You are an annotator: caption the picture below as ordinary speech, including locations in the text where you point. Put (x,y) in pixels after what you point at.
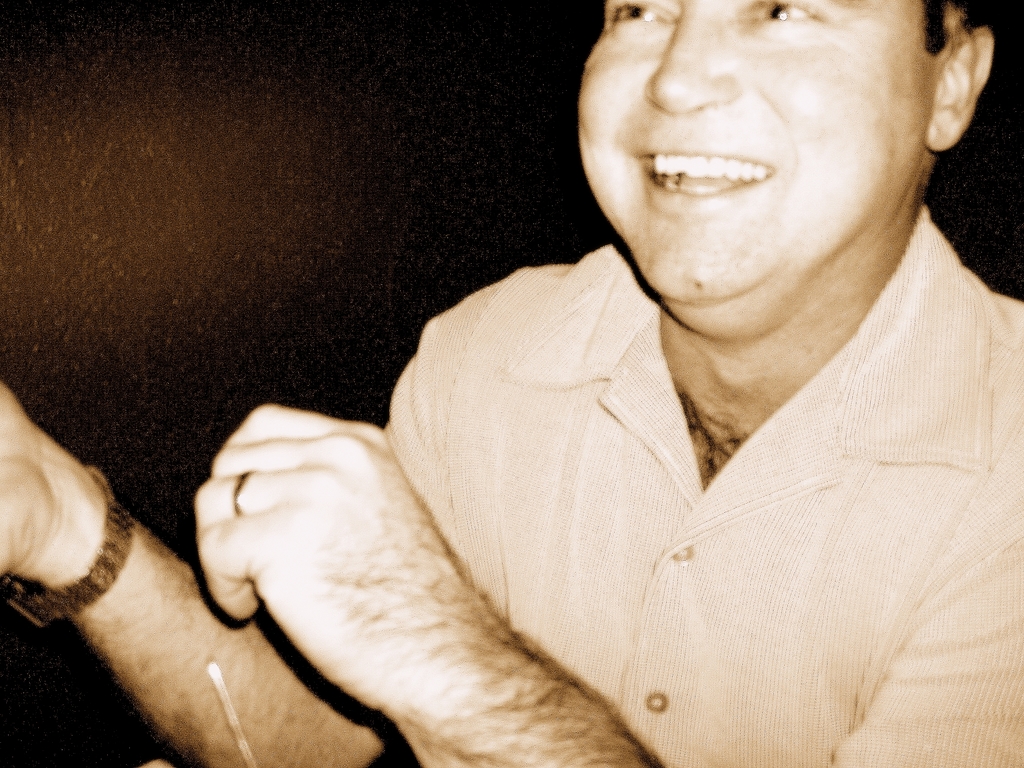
In this picture I can see there is a man (667,464), he is wearing a shirt (602,328) and smiling and he has a watch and a finger ring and the backdrop (29,636) is dark.
